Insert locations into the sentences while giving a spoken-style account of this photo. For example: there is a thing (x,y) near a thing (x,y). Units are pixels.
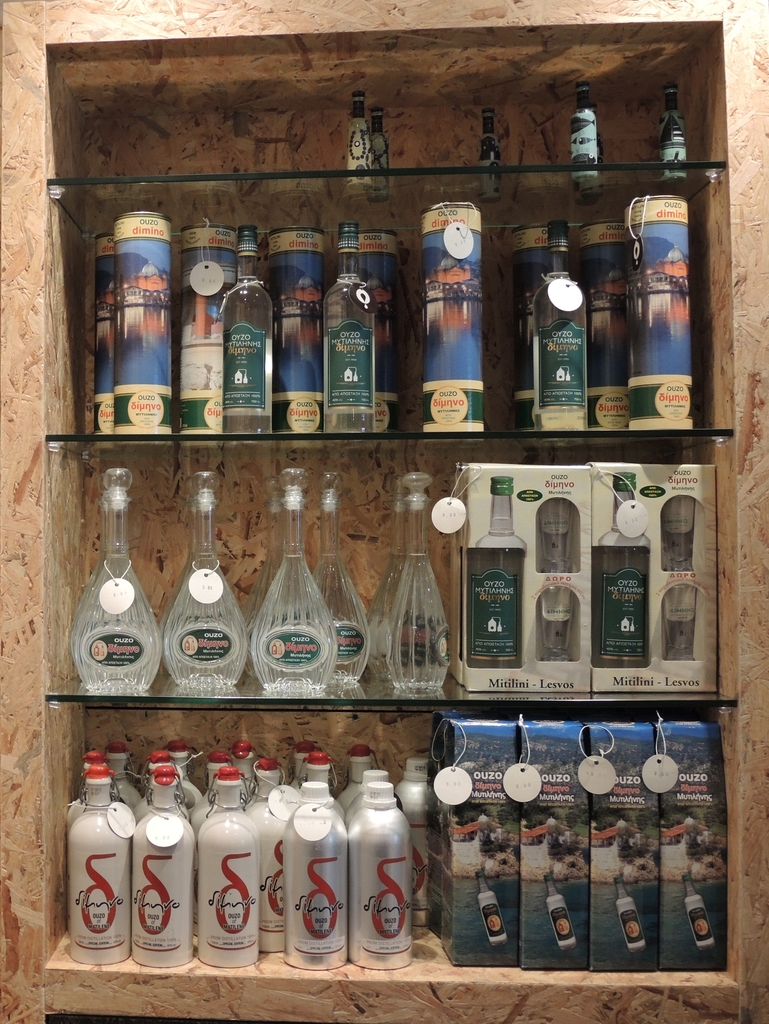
In this image we can see a brand of ouzo bottles (254,659) which are kept on this glass shelf (518,435).
